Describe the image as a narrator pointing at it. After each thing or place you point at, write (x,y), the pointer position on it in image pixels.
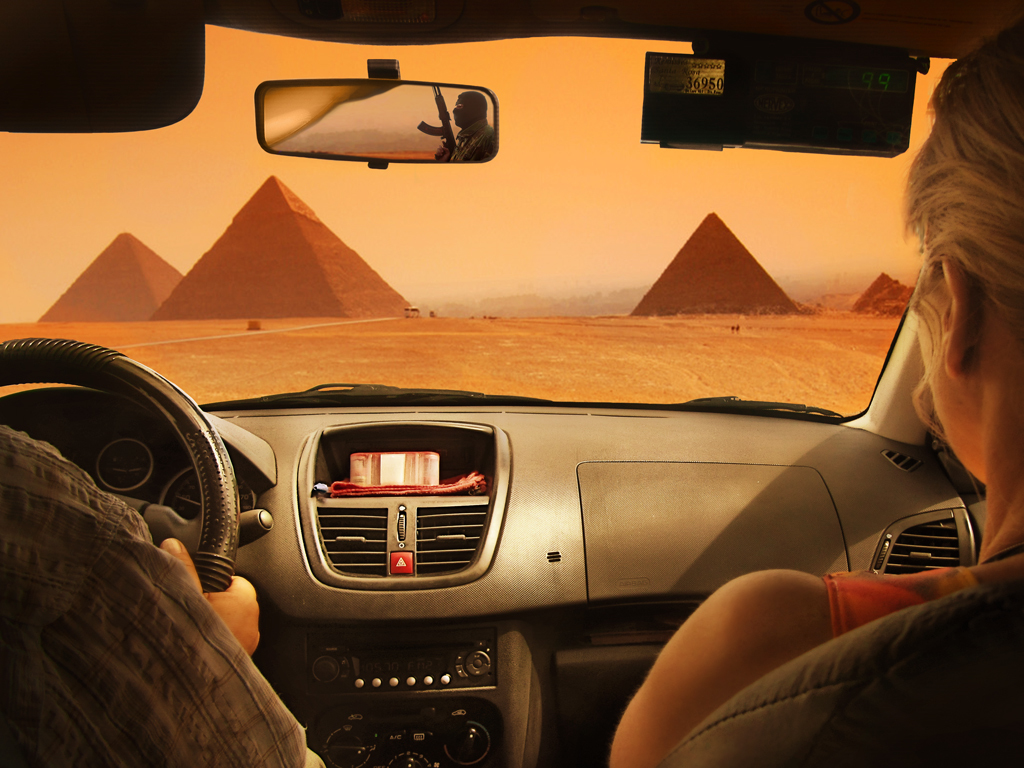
In this image I can see inside view of a vehicle (438,517) and here I can see two persons (63,719) are sitting. I can also see a steering (213,439) of this vehicle (208,466) and in the background (116,272) I can see few pyramids (63,321).
